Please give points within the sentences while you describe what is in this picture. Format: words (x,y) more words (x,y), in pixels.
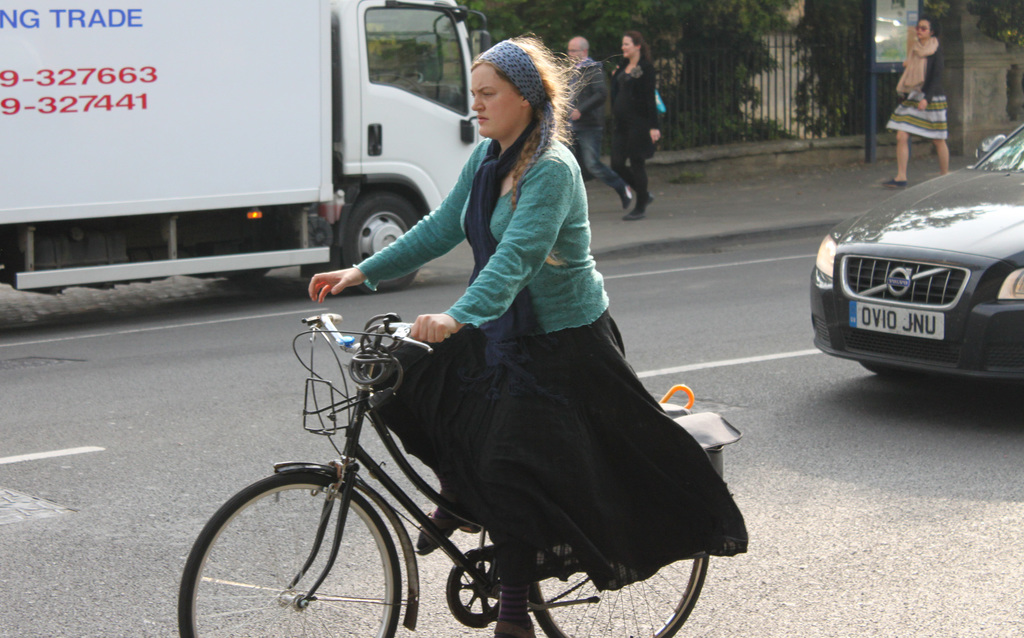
The image is taken on the road (268,399). In the center of the image (549,410) there is a lady (508,432) riding on the bicycle (533,590). There is a car (900,279) and a truck (349,125) on the road (706,294). In the background (658,132) there are people (640,126), fence (777,120) and trees (715,55).
